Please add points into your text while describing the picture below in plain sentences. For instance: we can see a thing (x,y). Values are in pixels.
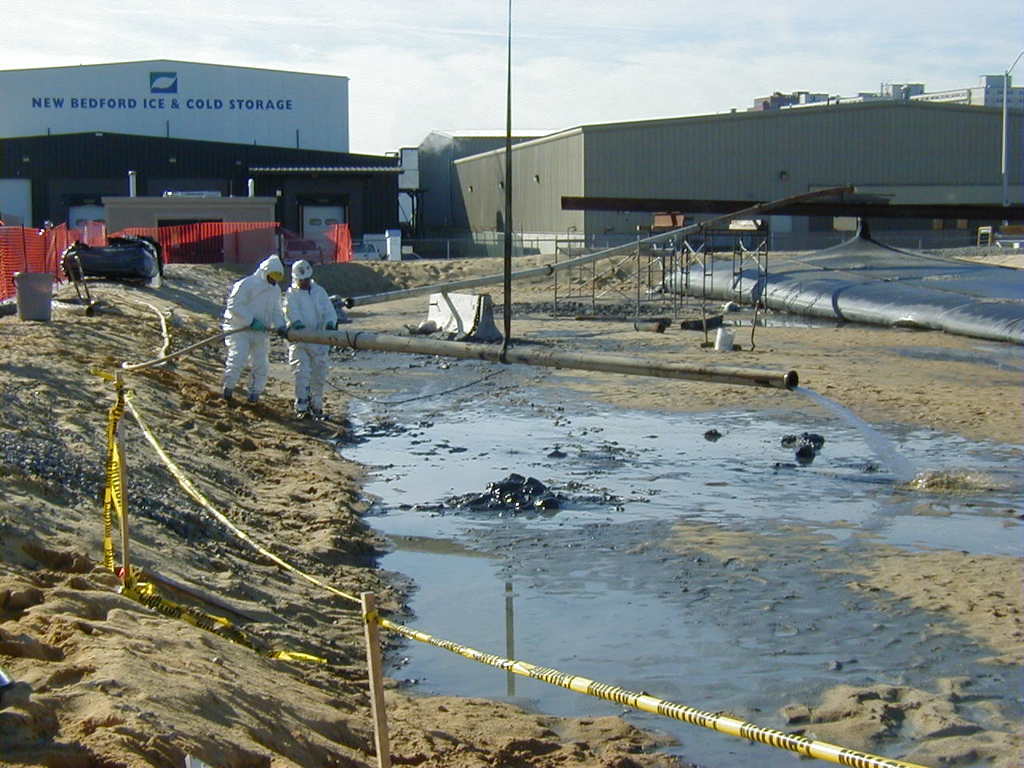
In the picture I can see buildings (596,216) and two people (252,355) are standing on the ground (284,351). These people (246,345) are wearing white color clothes (257,313). I can also see the water (658,549), fence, poles (663,276) and some other objects (763,273). In the background (567,88) I can see the sky (576,71).
